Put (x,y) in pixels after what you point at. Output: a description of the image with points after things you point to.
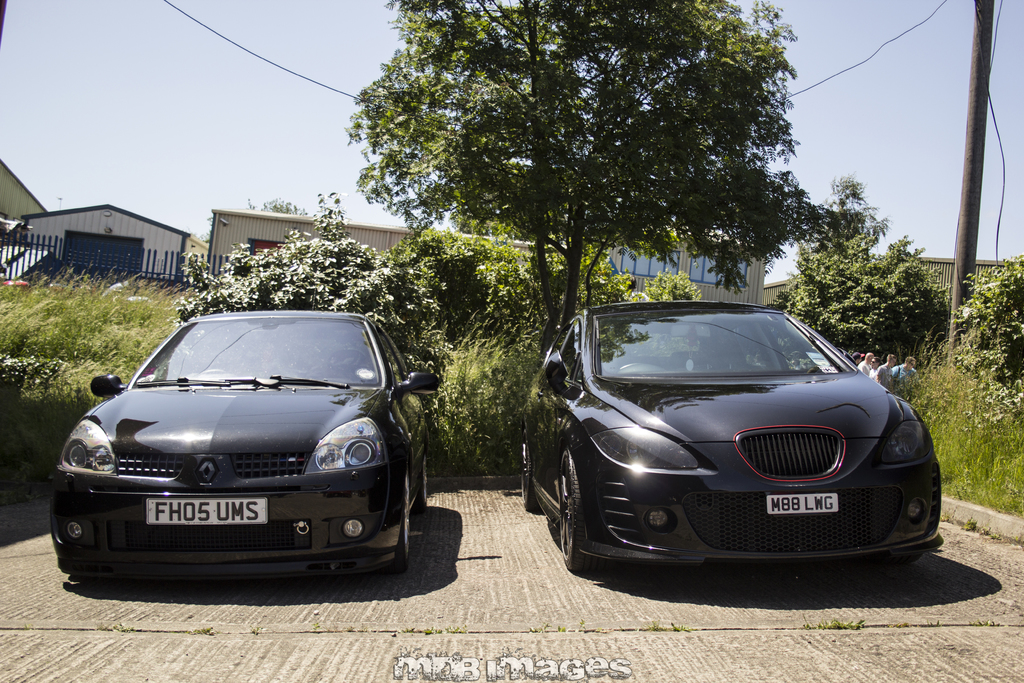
In this image we can see houses (391,246), trees (665,1), fence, plants (525,364), cars (274,540) and we can also see the sky (227,78).
